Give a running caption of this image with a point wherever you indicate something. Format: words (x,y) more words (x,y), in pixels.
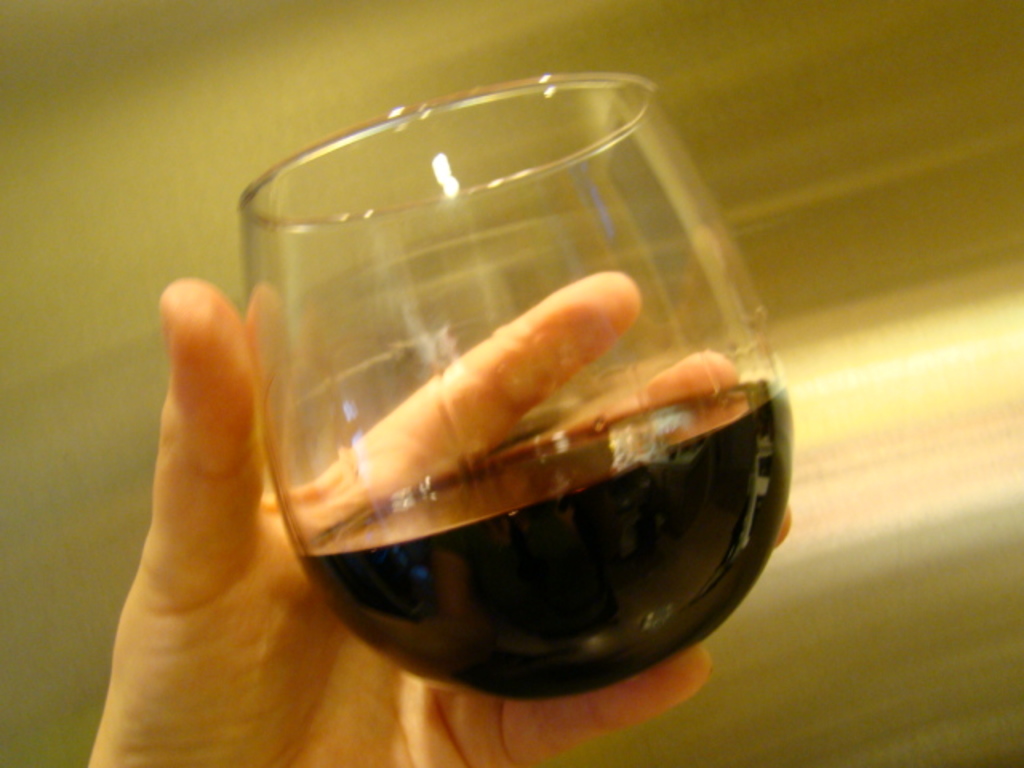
In this image I can see a human hand (302,645) holding a wine glass (480,413) with a black colored liquid (512,511) in it. I can see the blurry background (810,566).
